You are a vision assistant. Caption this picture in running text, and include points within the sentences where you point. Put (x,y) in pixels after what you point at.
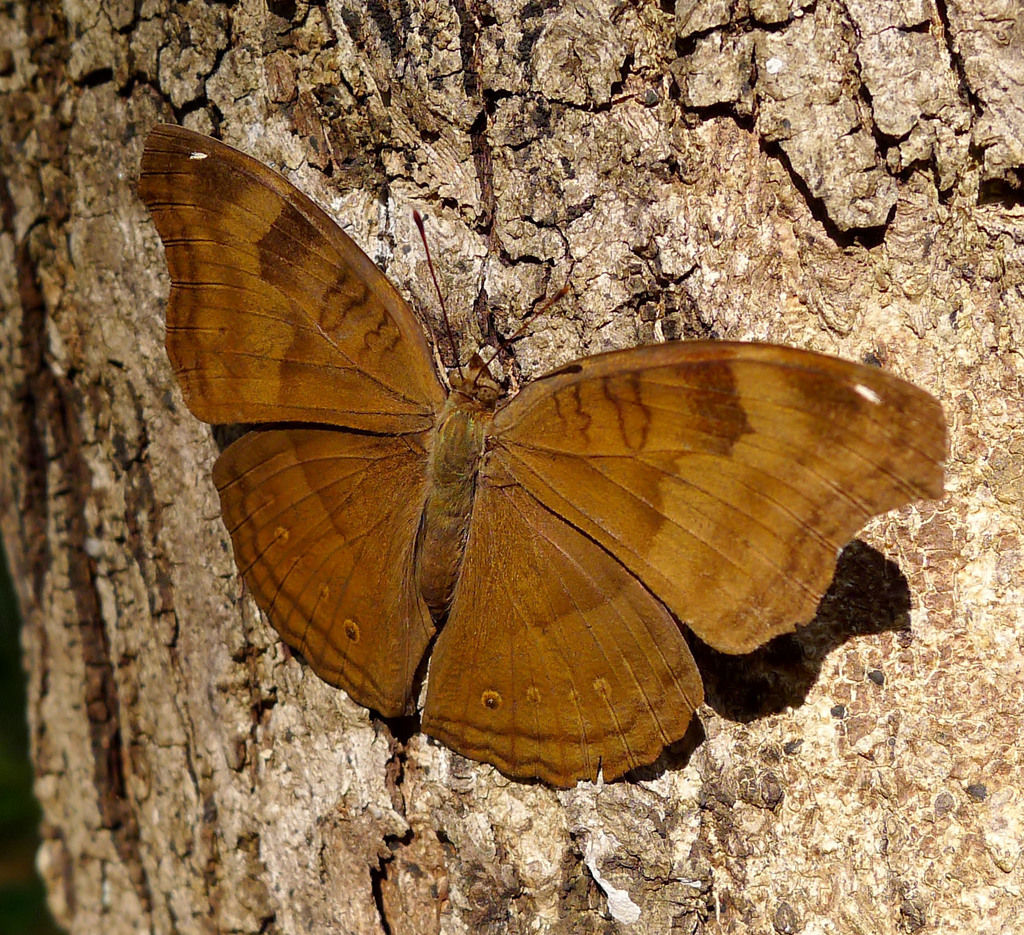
This image consists of a butterfly (607,626). It is in brown color.
